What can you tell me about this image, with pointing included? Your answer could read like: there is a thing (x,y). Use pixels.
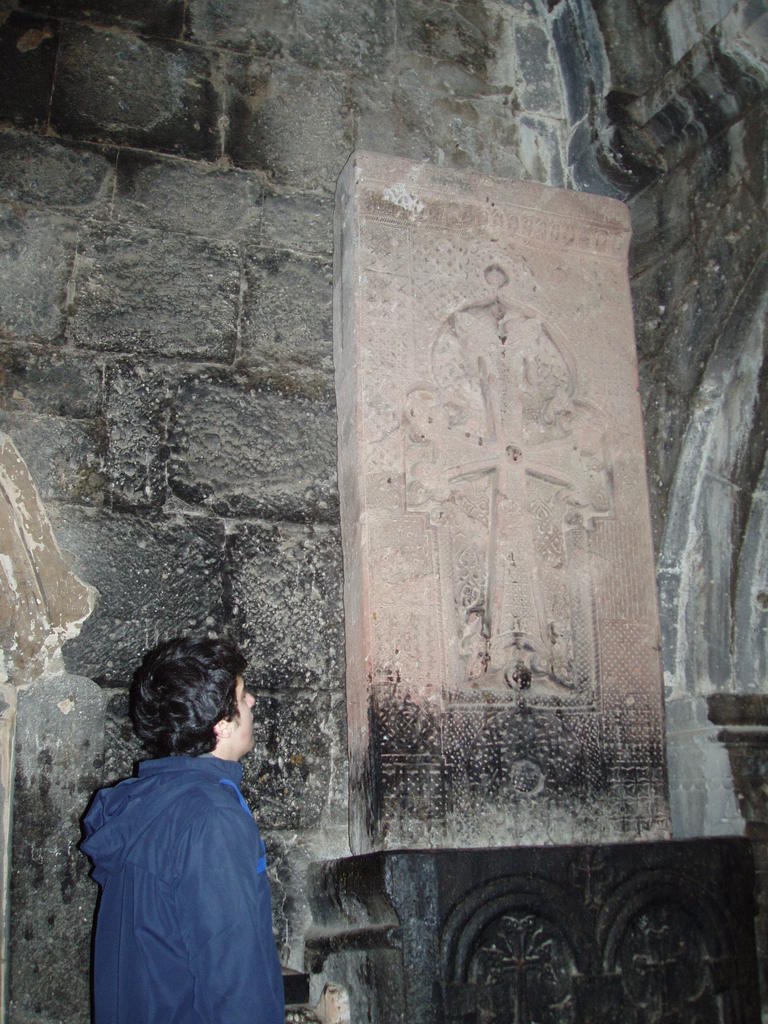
In this picture there is a man (134,851) and we can see sculpture (481,825) on the platform (402,874). In the background of the image (446,80) we can see wall (548,66).
